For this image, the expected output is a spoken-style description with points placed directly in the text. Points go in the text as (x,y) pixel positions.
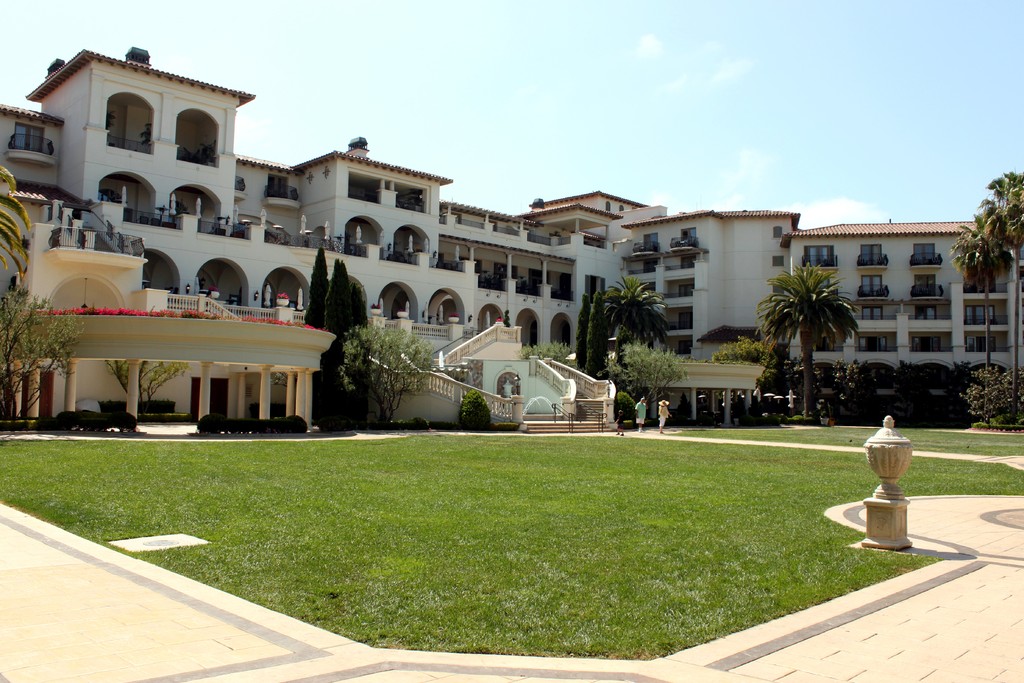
In this picture we can see an object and three people (660,421) on a path (645,432), grass (696,453), pillars (72,394), trees (125,383), buildings (306,192) with windows (870,340) and in the background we can see the sky (681,112).
